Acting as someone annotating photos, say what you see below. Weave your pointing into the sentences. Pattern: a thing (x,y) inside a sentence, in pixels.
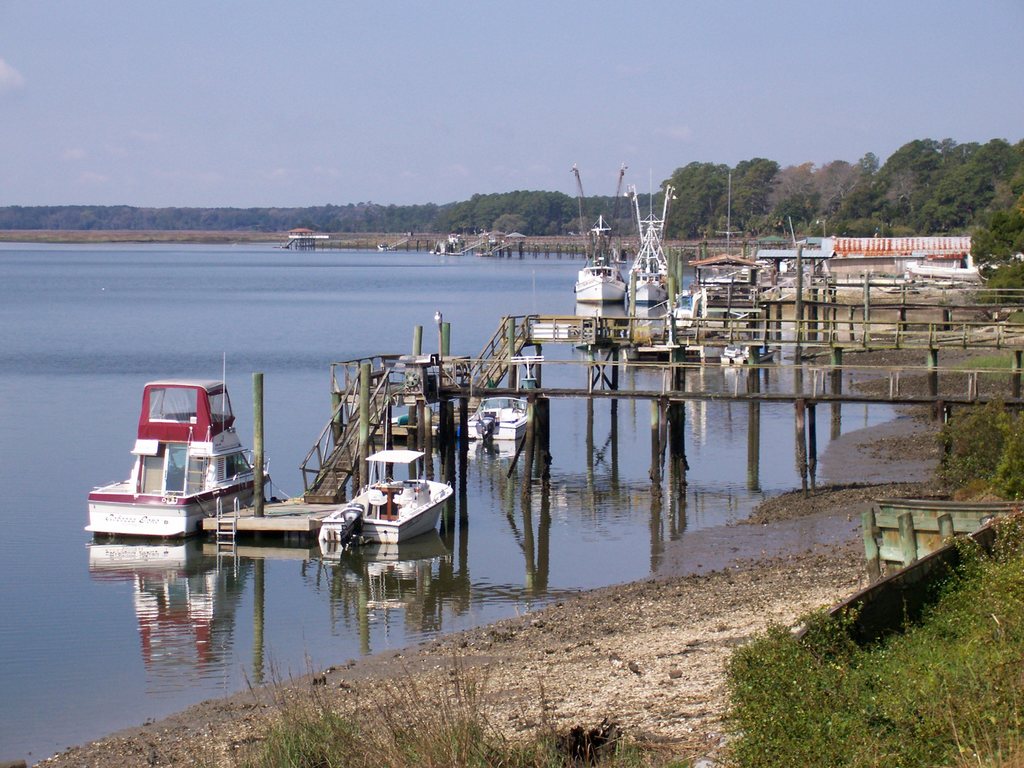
In this picture I can observe a river (179,330). There are boats (384,502) floating on the water (558,299). I can observe a bridge (471,398). There are some plants (826,666) on the right side (828,693). In the background (434,212) I can observe some trees (143,228) and a sky (259,89).
